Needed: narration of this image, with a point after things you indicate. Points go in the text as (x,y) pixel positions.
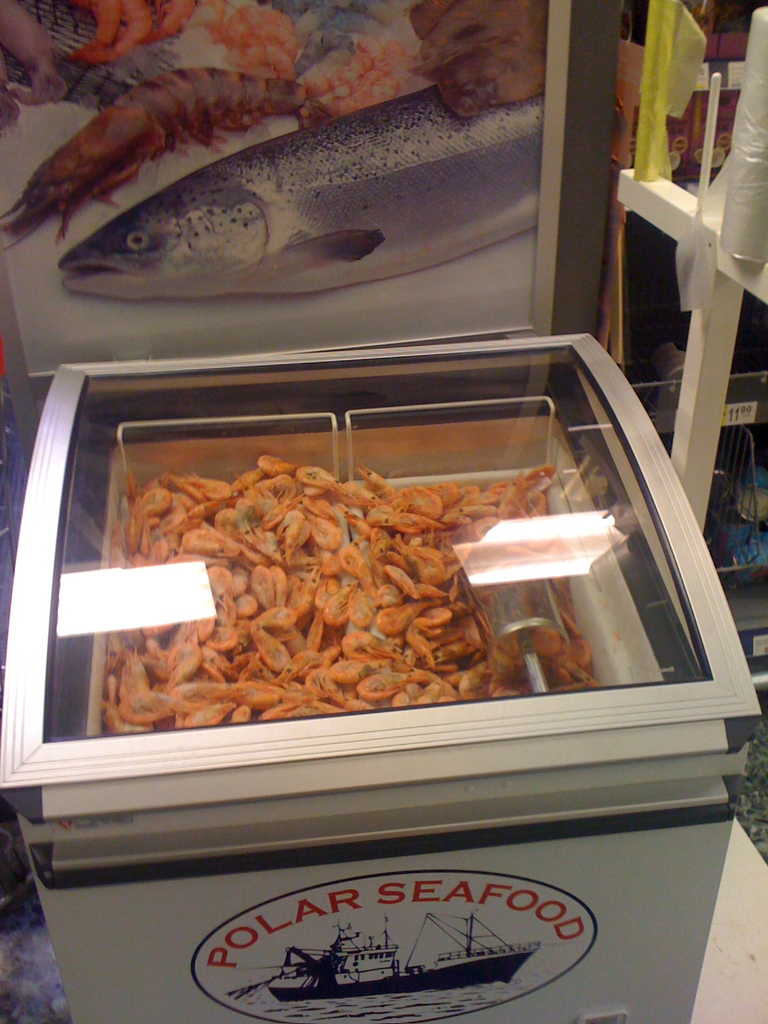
In this image there is a sea food (319,590) in the box (441,735). At the top (424,341) there is a glass cover (477,574). In the background (265,168) there is a poster (174,178) on which there are fishes (321,152). On the right side (747,184) there are poles (713,359) to which there are covers (762,200).
